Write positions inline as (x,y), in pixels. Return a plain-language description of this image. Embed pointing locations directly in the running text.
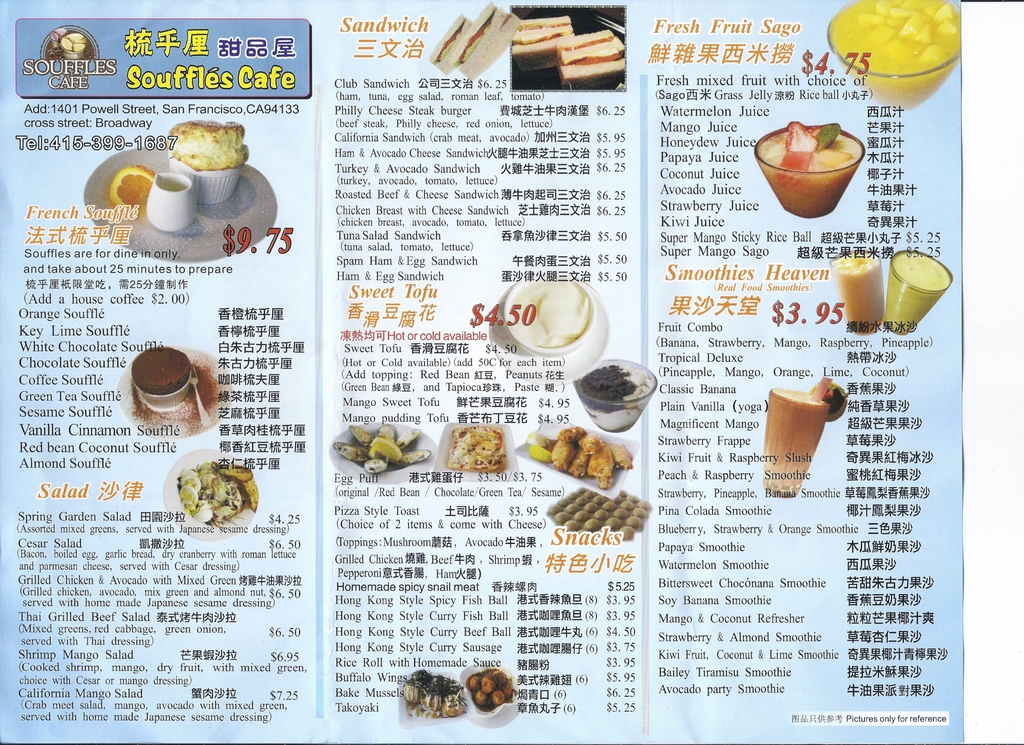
In this image I can see menu card (379,219), I can also see few glasses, plates (217,218), food items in the bowl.
